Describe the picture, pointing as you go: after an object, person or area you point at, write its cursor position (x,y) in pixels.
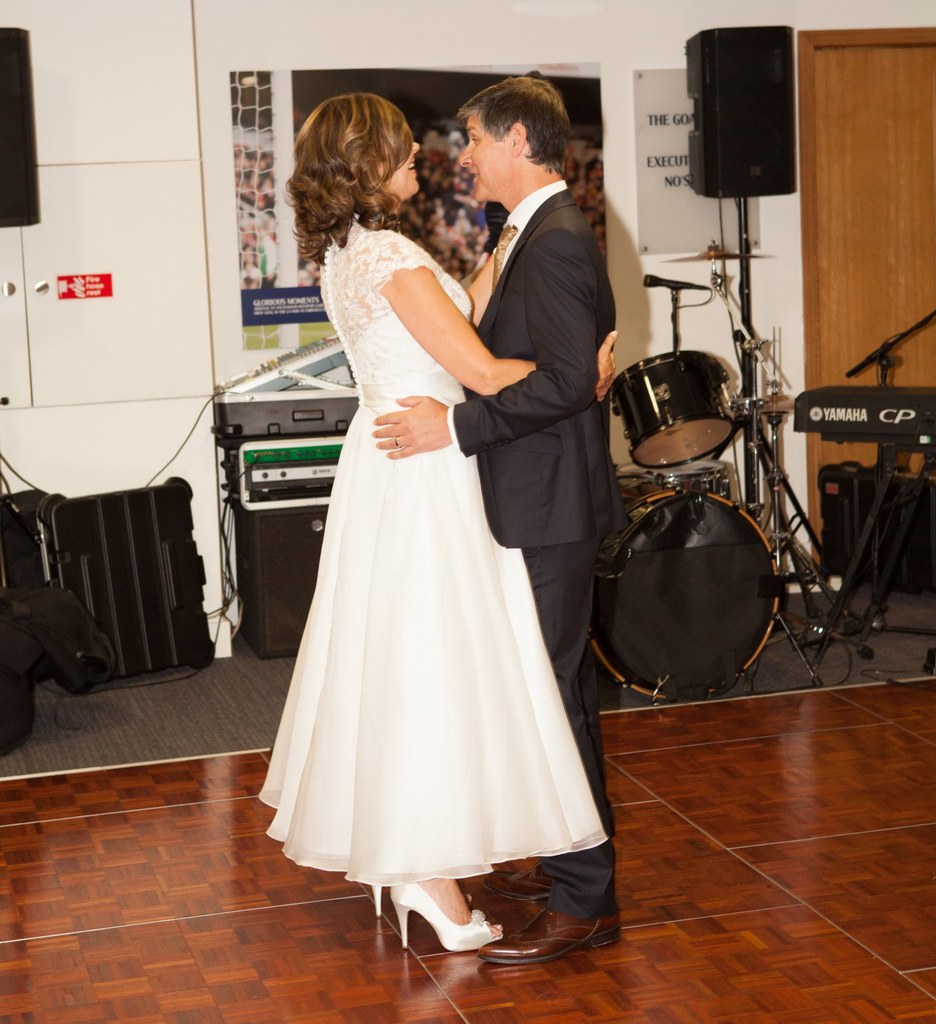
In this picture we can see two people (491,274) are standing, in the background (756,561) we can see some musical instruments (732,420) and sound system (740,132).
